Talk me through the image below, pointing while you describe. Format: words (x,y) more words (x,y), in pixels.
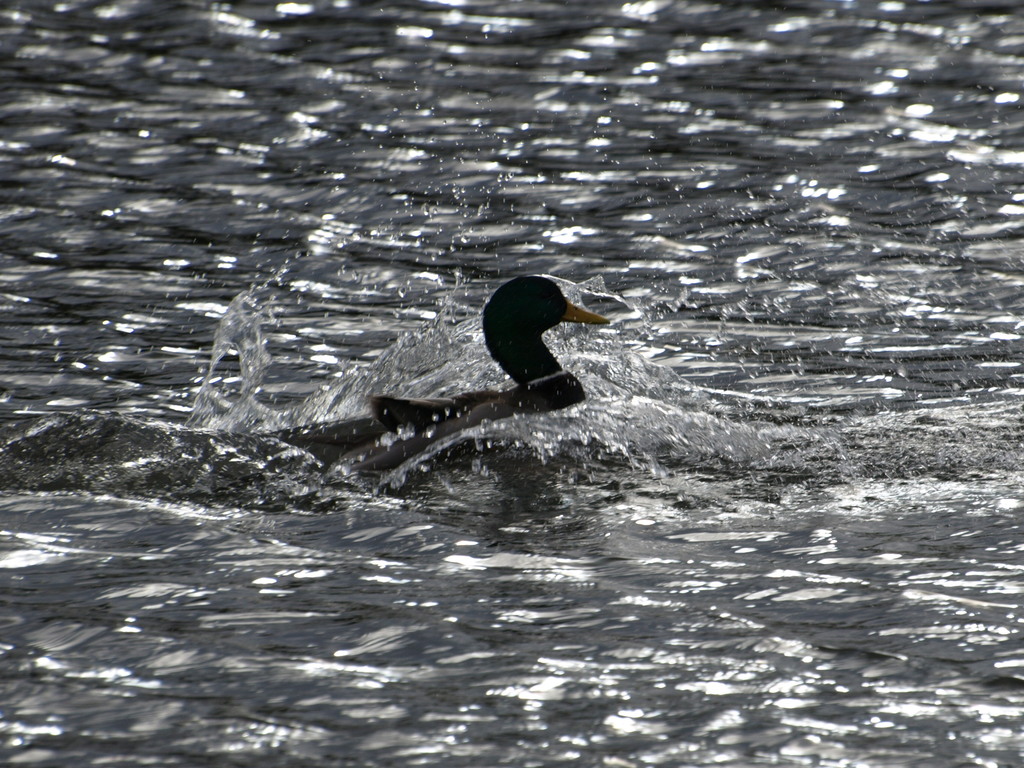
There is a duck (340,433) in the water (481,505). This is a colour image.
